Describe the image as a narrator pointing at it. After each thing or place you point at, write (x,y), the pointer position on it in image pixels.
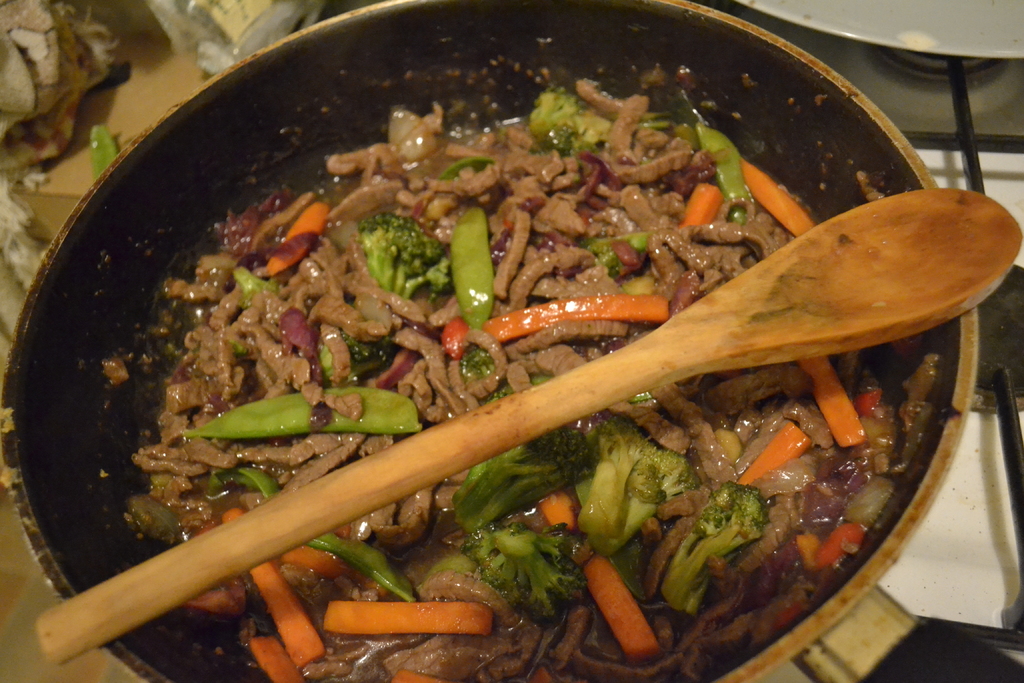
In this image there are slices (384,616) of carrots (432,610), beans (412,427), broccoli (373,274) and some other food items (498,244) in a pan (144,256) and on top of the pan (91,456) there is a pan stick (754,338) which was placed on the stove (906,604).
